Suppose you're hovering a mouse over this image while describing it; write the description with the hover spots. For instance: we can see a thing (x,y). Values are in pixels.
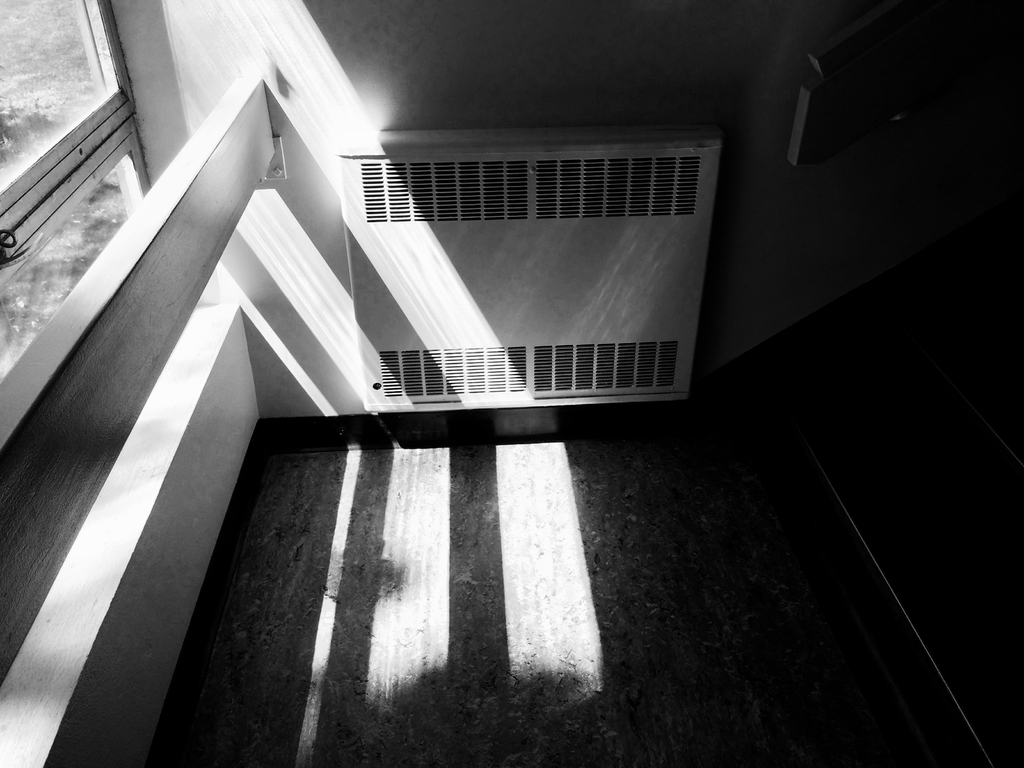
In this picture there is an object (485,309) attached to the wall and there is a glass window (49,192) in the left corner (50,216) and there is a staircase (1014,485) in the right corner (945,475).
